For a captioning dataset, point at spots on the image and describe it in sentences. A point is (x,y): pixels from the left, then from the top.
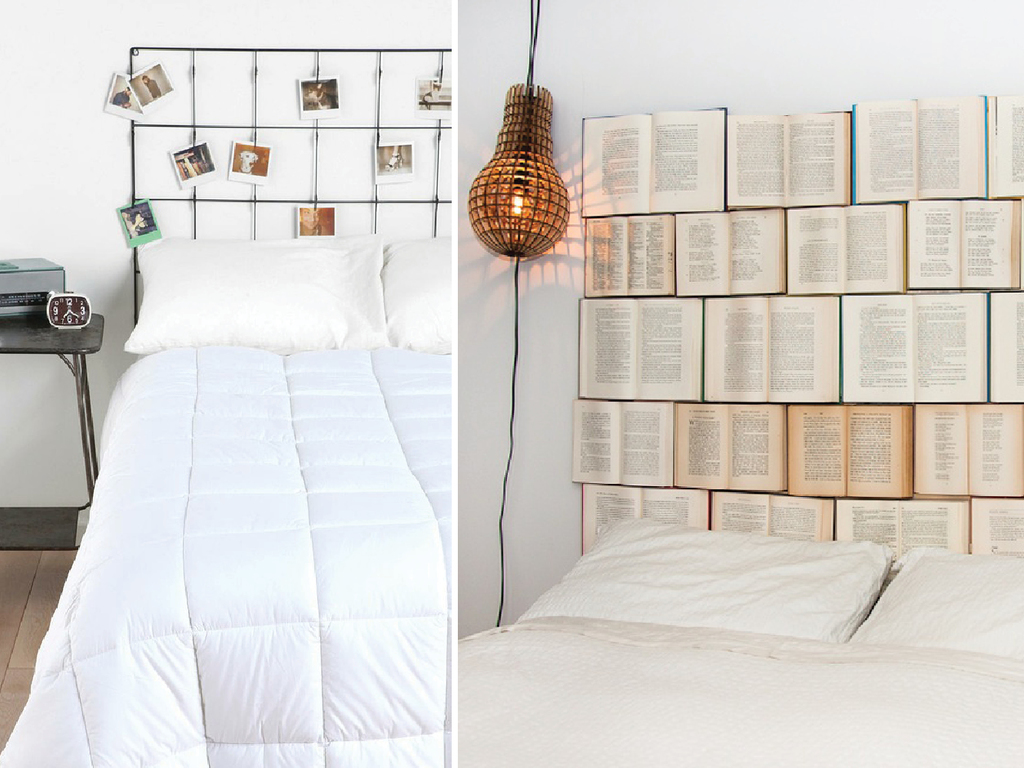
In this an image with collage in which we can see a bed (345,424) with some pillows (250,280), a table (58,344) with a clock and a device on it and a group of photos (192,162) on a wall (240,204). We can also see a lamp (518,239) with wires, a group of books (765,398) and a bed (703,659) with pillows (750,617).
